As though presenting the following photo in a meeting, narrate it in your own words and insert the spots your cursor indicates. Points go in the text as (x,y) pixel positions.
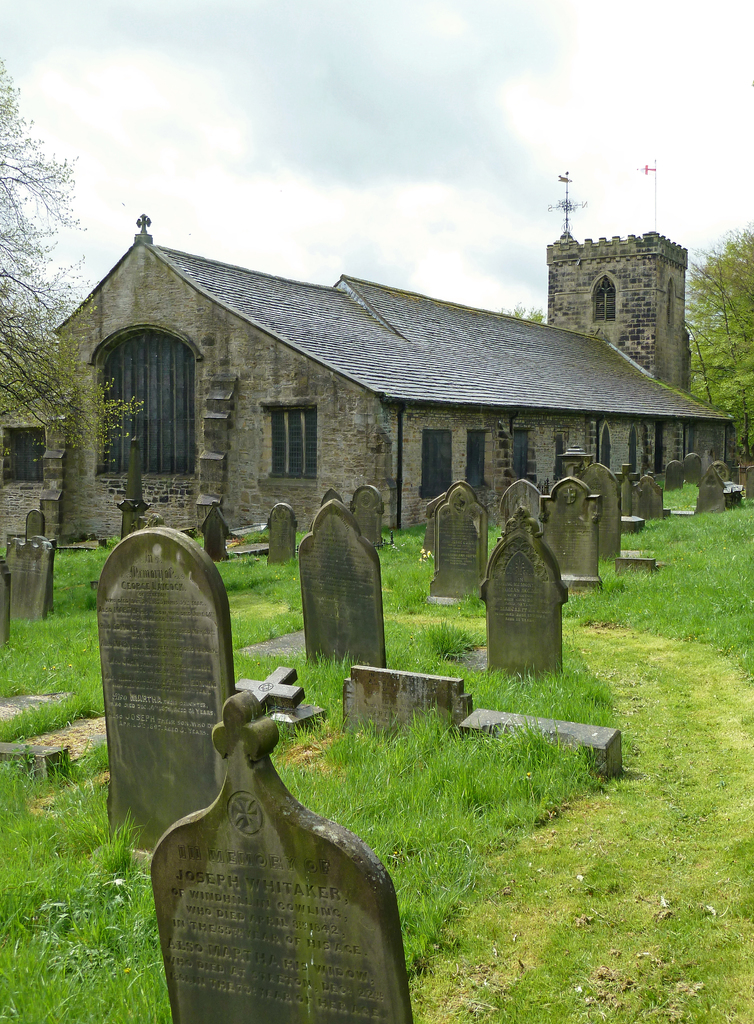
As we can see in the image there is grass (461,781), graveyards (9,577), house (331,431) and trees (725,281). On the top (481,118) there is sky (439,128).
